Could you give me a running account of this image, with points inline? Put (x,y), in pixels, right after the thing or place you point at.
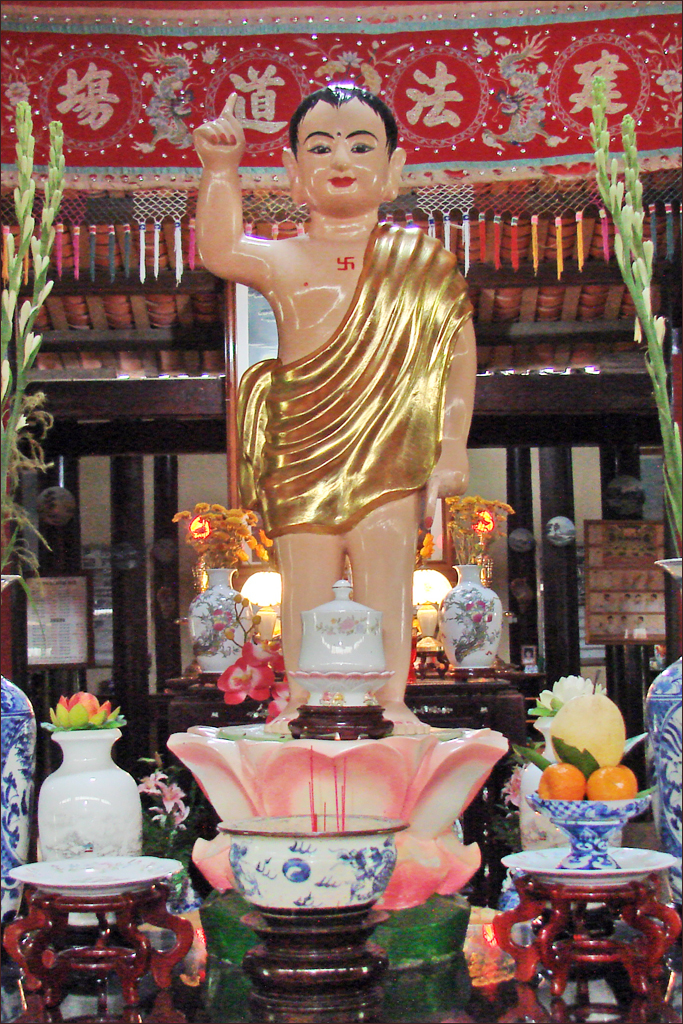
In the foreground of this picture (288,838) we can see the fruits (575,727), flowers (663,421), flower vases (223,601), glass jars (335,634) and stands (304,966) and some other objects (587,830). In the center (342,387) we can see the sculpture (325,275) of a person (339,514). In the background (599,224) we can see the pictures (507,82) and the text (70,73) and we can see there are some objects (182,253) seems to be hanging and we can see the pillars (563,489) and many other objects (648,403) and we can see the flowers (622,125) and lights (255,599).
